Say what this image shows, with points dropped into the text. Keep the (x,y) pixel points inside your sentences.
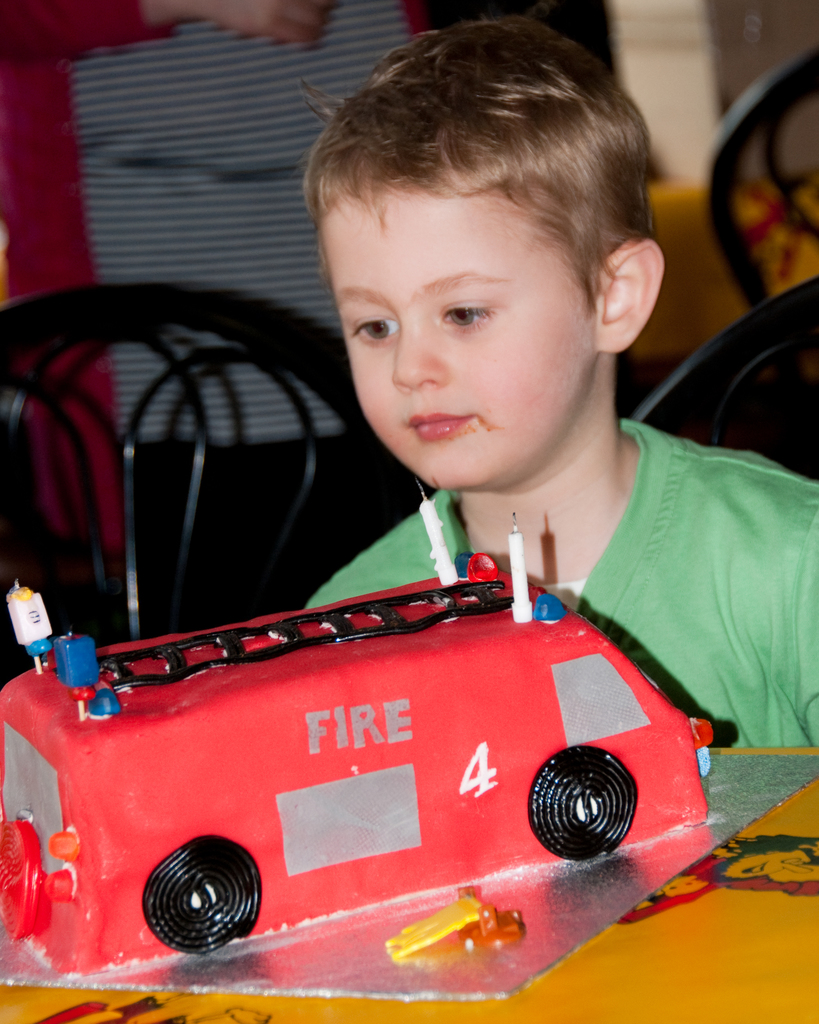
In this image we can see a boy (728,526) who is wearing green color t-shirt (711,532). In front of him cake (470,671) is there. Behind black color chairs (266,367) and one person (180,106) is present.
